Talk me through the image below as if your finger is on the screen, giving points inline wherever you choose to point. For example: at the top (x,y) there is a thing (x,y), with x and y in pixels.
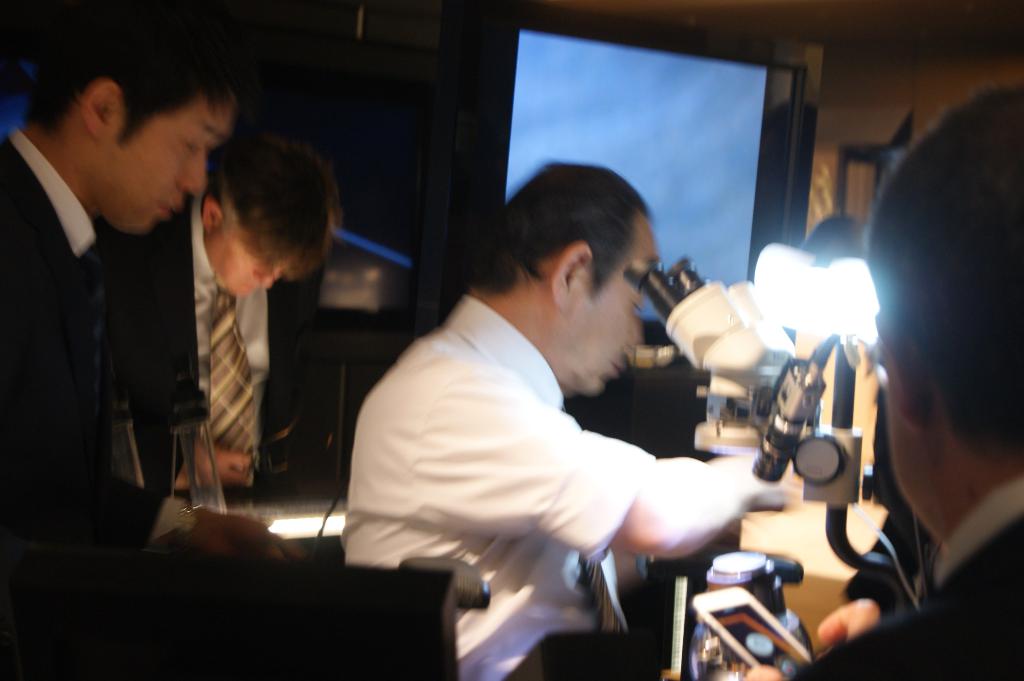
In this picture we can see a group of people (494,596), here we can see a television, wall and some objects (825,480).
